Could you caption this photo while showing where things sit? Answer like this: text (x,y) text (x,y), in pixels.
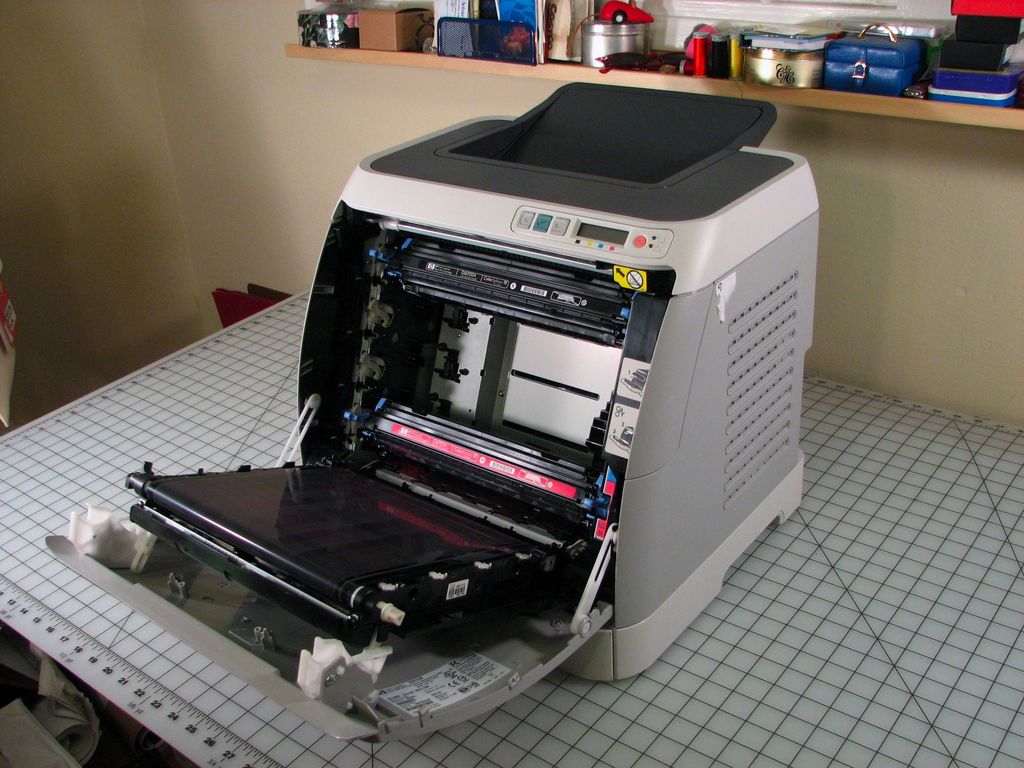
In the picture I can see a machine (601,490) on a table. In the background (158,111) I can see a shelf (797,88) attached to the wall (169,117). On the shelf (813,92) I can see some objects (698,60).
